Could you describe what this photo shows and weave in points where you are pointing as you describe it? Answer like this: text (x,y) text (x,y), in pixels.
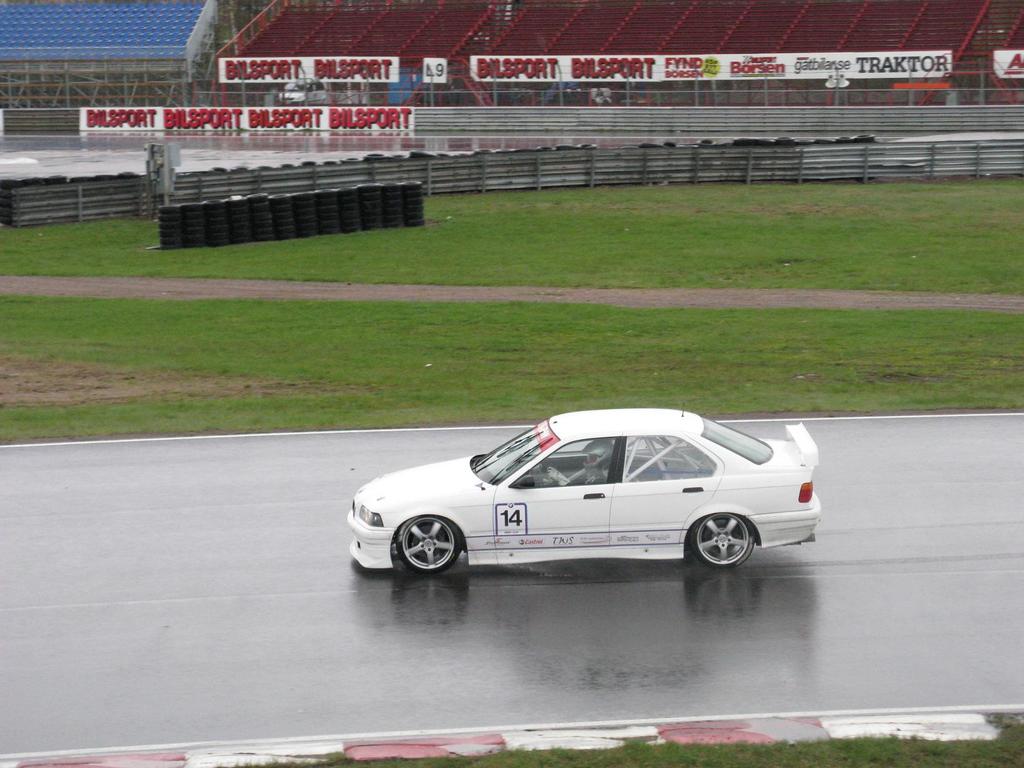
In this image I can see a white color car (490,492) on the road (725,640) which is facing towards the left side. Inside the car (577,496) there is a person (592,472) sitting. On both sides of the road (858,468) I can see the green color grass (528,349). On the top of the image (496,41) there are some stairs (429,47), boards (489,65) and a wall (591,173). On the left side (233,226) there are few wheels (278,215) on the ground (270,257).
